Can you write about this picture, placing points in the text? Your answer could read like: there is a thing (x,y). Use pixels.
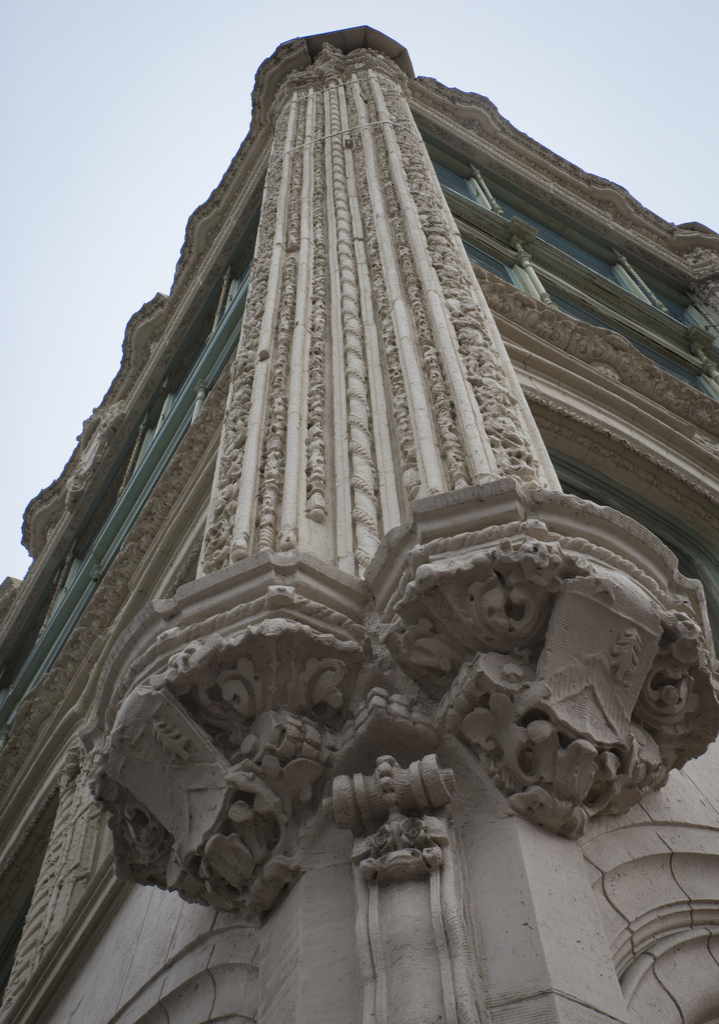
In this image in the center (290,577) there is one building (330,428), and on the top of the image (217,52) there is sky (617,59).
